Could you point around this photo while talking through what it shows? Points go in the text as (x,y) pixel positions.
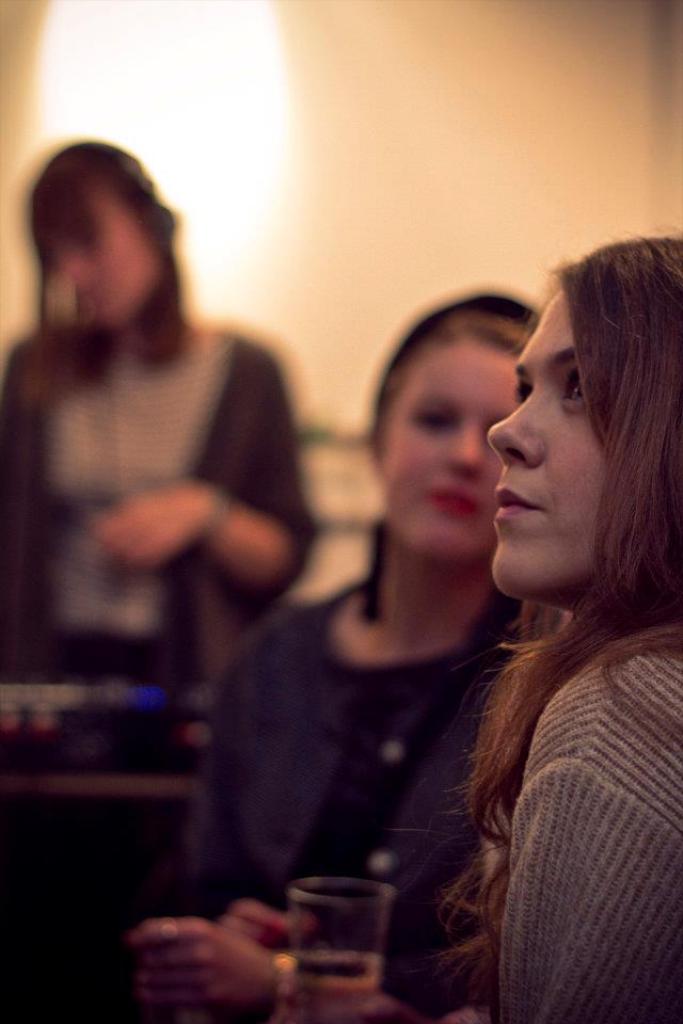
In this image there is a girl (601,531) on the right side (619,438). Behind the girl (619,438) there is another girl (460,477) sitting in the chair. There is a glass (352,895) in front of her. In the background (230,490) there is a girl (118,510) standing near the sound system (94,694). At the top (151,65) there is light (173,80).
